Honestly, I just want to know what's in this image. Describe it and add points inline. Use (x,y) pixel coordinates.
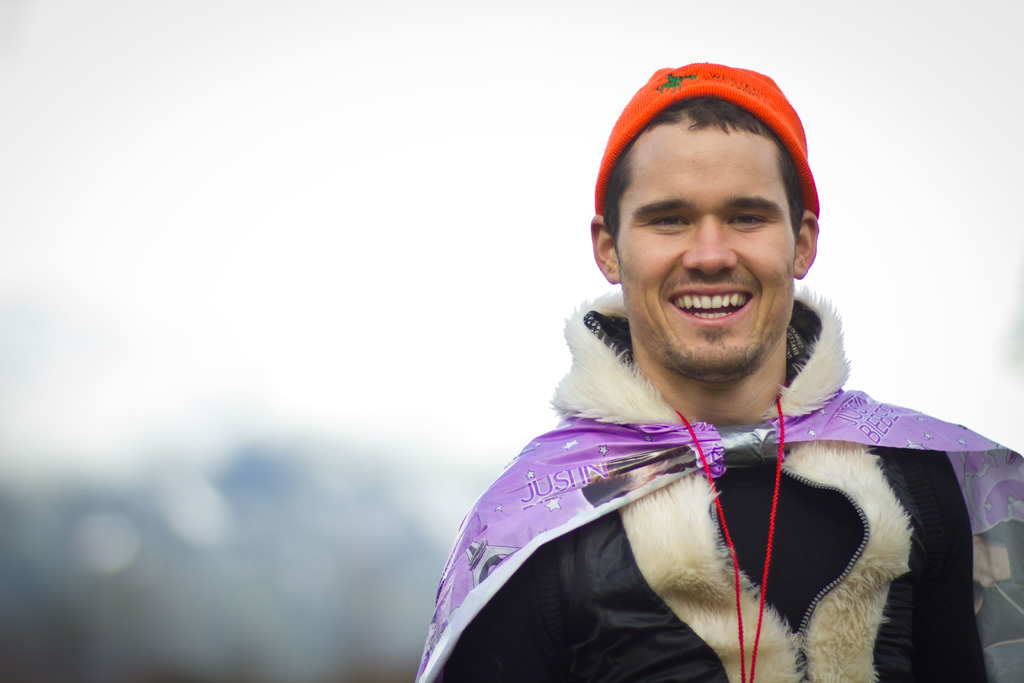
In this image we can see a person (690,281) standing and wearing a cap (787,141). In the background (355,101) there is sky (195,124).
